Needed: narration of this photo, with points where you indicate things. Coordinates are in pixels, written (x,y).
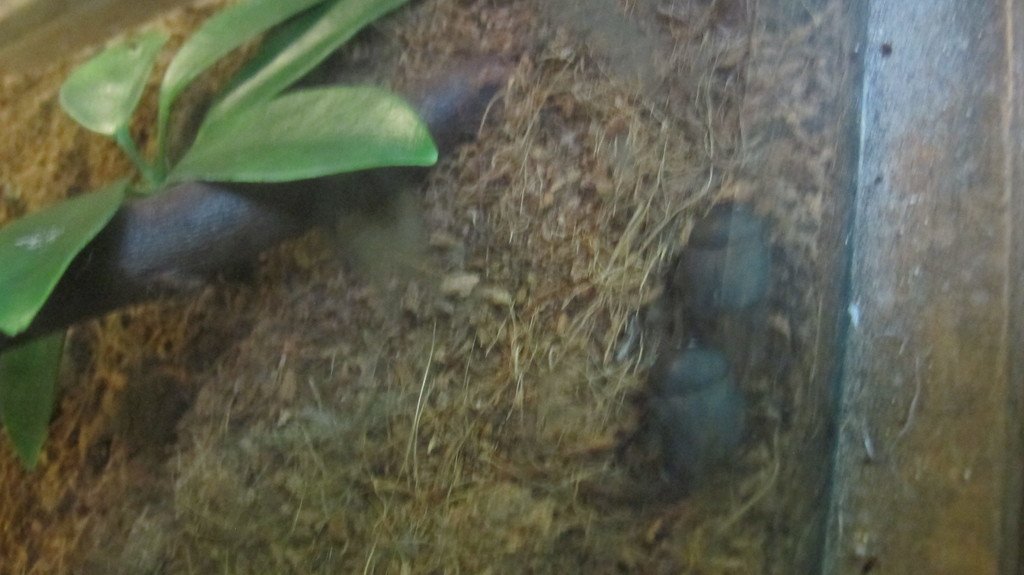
In this image, we can see a small plant (303,165).
